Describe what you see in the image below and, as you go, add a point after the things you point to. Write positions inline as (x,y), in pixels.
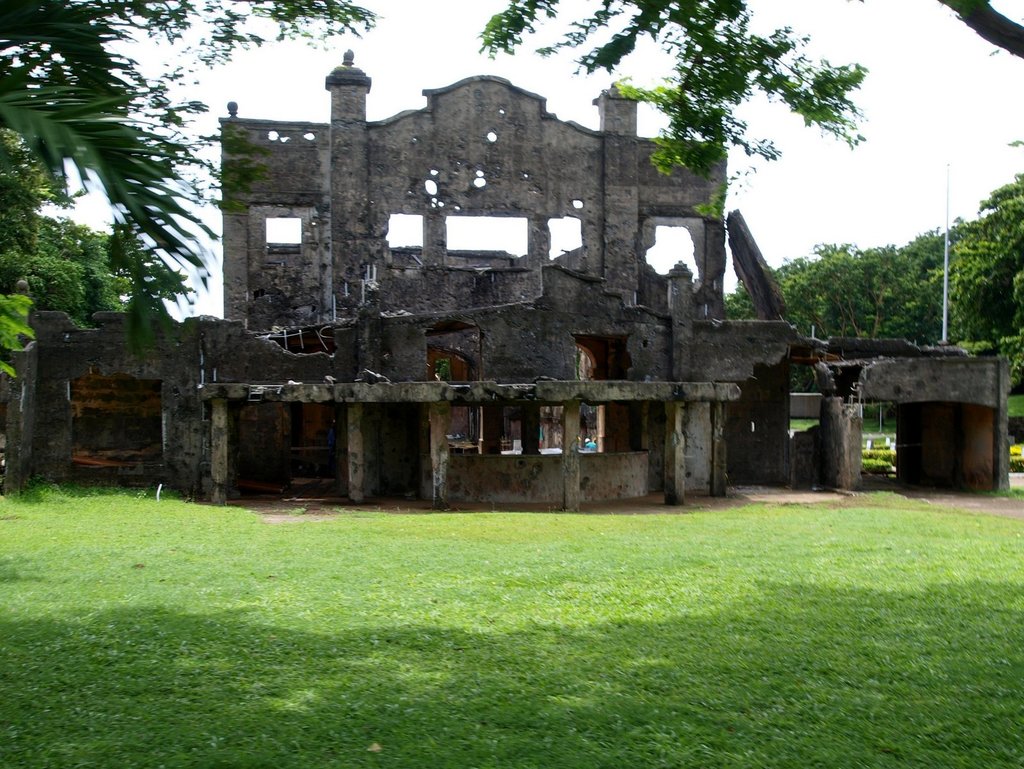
In this image we can see an old broken building (528,503) with windows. We can also see some grass (565,711), trees (884,314), a pole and the sky (821,140) which looks cloudy.
